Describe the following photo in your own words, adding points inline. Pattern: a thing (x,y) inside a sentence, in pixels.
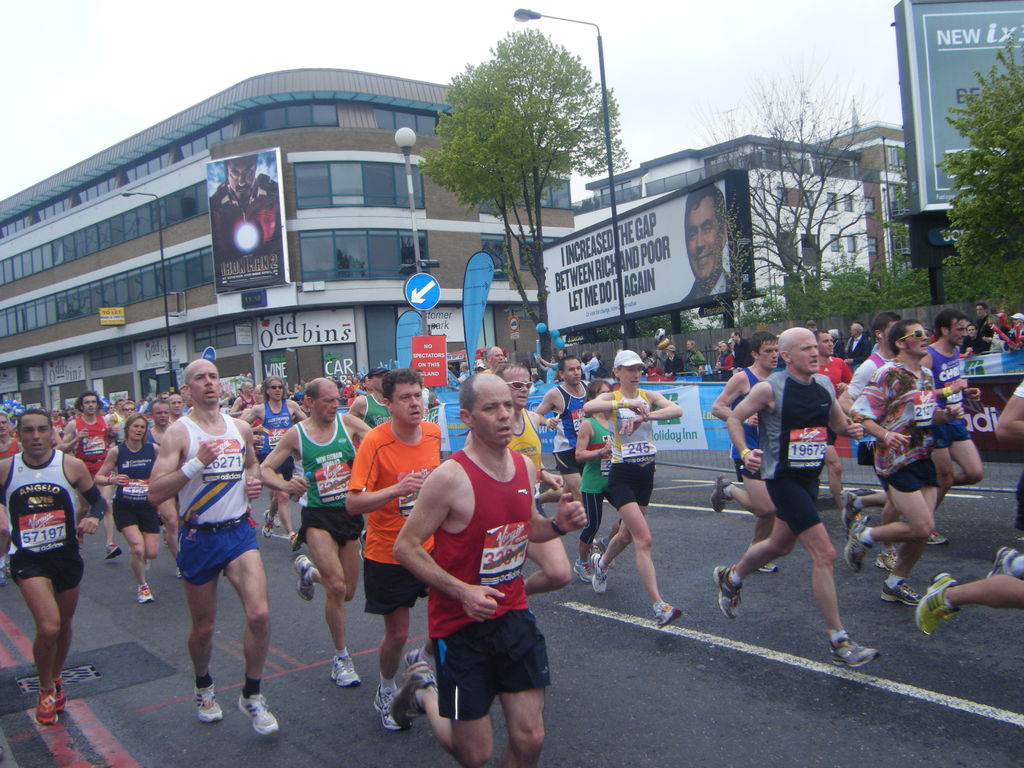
This picture shows a few people (524,743) running on the road (801,559) and we see few buildings (419,173) and couple of hoardings (691,241) and few trees (1004,274) and few pole lights (577,21) and a cloudy sky (684,67). We see a woman (671,416) wore a cap (616,363) on her head (622,380).
